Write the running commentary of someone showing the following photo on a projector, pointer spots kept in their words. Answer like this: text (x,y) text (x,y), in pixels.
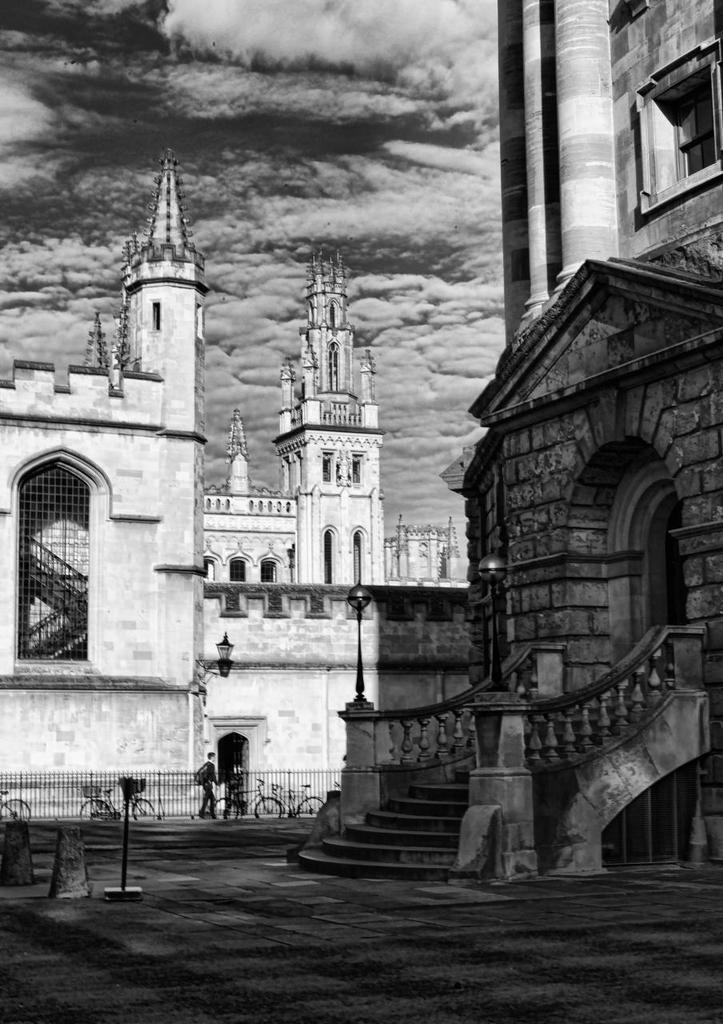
In the center of the image (385,642) we can see the sky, clouds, buildings (202,748), cycles (117,815), one person (207,781) and a few other objects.
